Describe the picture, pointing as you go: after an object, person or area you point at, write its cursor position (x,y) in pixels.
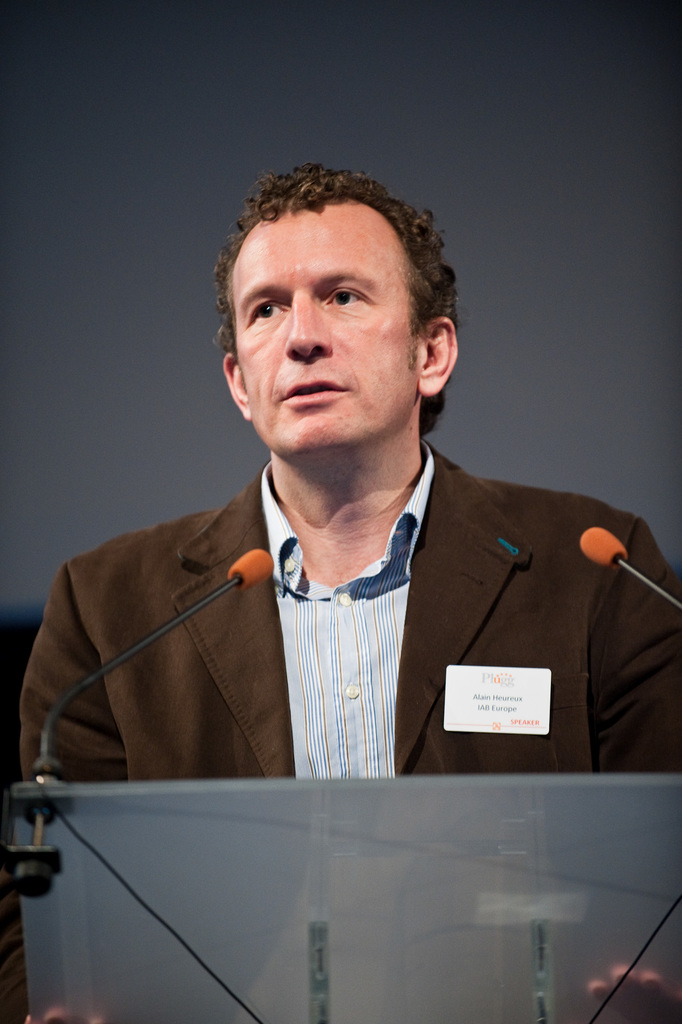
In the picture I can see a person (234,626) wearing brown suit (199,630) is speaking in front of a mic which is placed on a stand (375,948) in front of him.
